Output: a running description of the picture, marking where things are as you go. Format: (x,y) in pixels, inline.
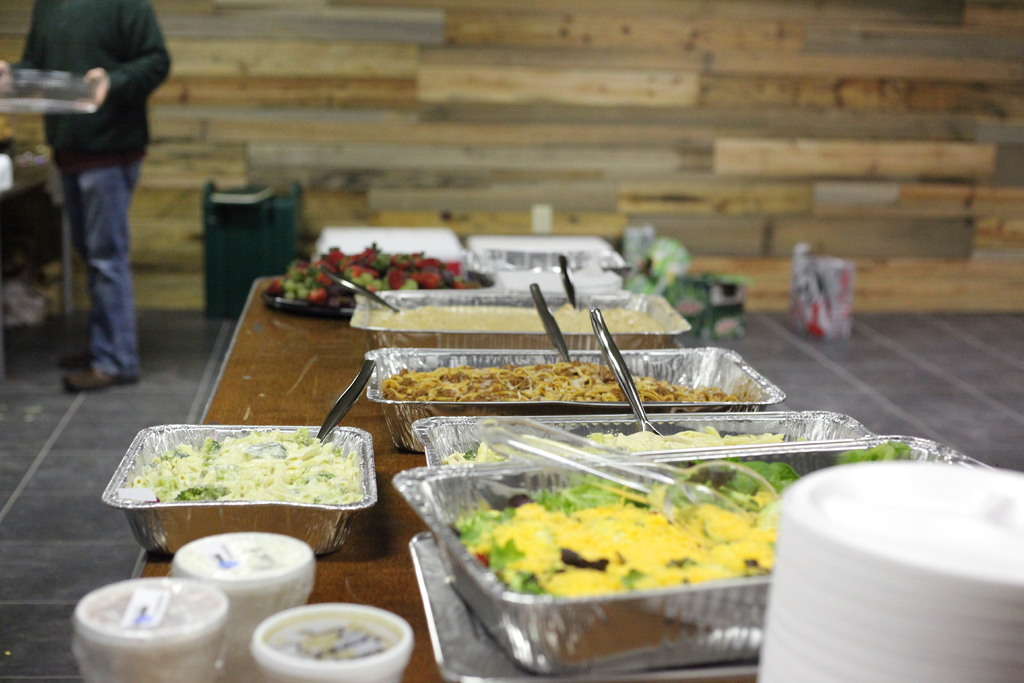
In this image I can see food items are in the silver bowl (440,491). I can see spoons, plates (950,555), cups (314,630), black tray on the brown table (376,560). Back I can see a person (103,106) is holding something and I can see few objects (814,274) on the floor (865,350).
